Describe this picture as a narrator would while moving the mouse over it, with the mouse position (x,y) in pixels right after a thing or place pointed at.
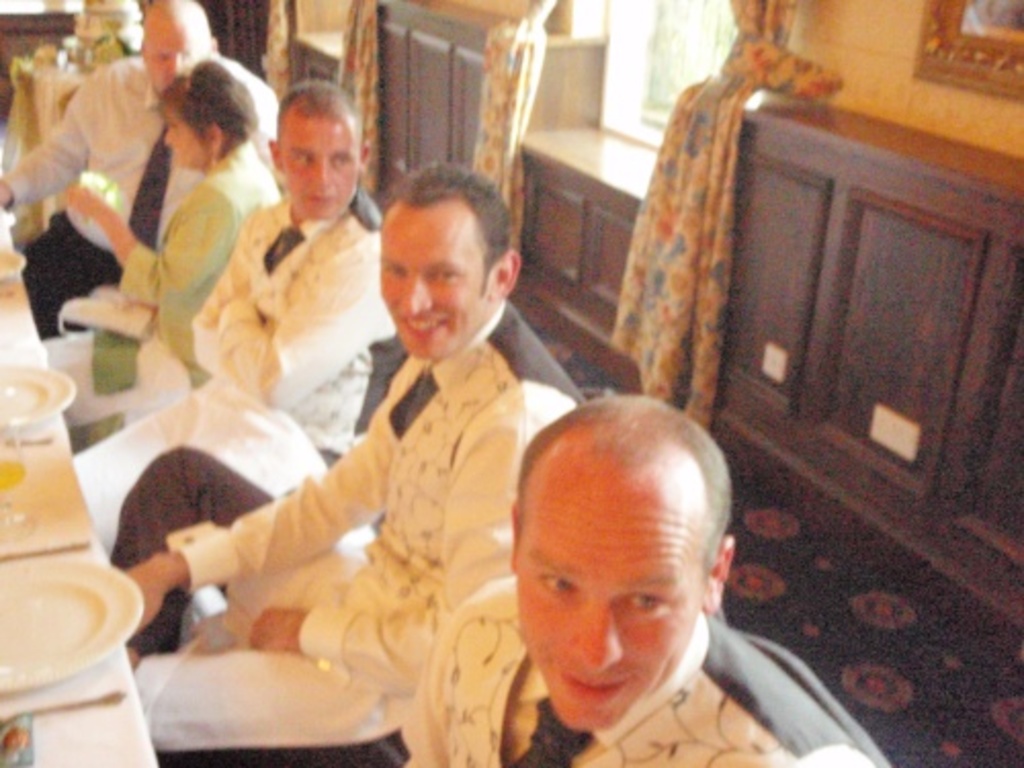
In this picture, we see four men (384,453) and a woman (158,266) are sitting on the chairs (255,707). In front of them, we see a table (109,743) which is covered with white color cloth (95,717). On the table (100,730), we see plates (30,411), glass (19,478) and spoon (23,442). Behind them, we see a brown color cupboard (824,289) and the curtains (680,282). On the right side (888,106), we see a wall (889,82) on which photo frame (965,24) is placed. In the left top (53,95), we see a table (55,78) on which white color object (108,10) is placed.
